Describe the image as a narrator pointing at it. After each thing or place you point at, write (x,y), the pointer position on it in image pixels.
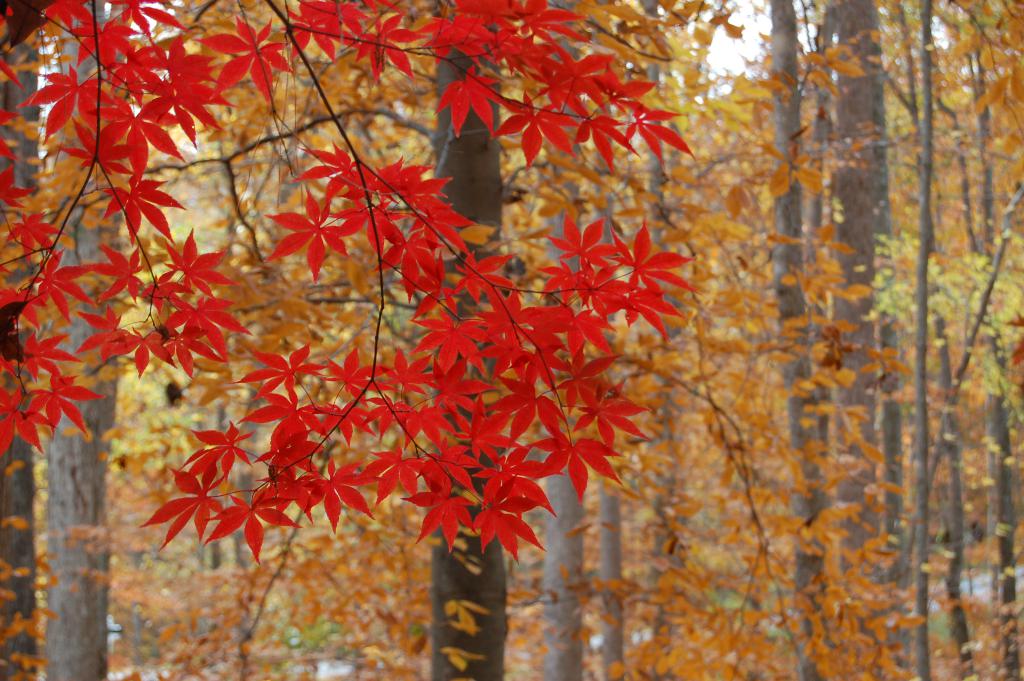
In this image we can see trees (802,527). In the background of the image (108,17) there is the sky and other objects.
